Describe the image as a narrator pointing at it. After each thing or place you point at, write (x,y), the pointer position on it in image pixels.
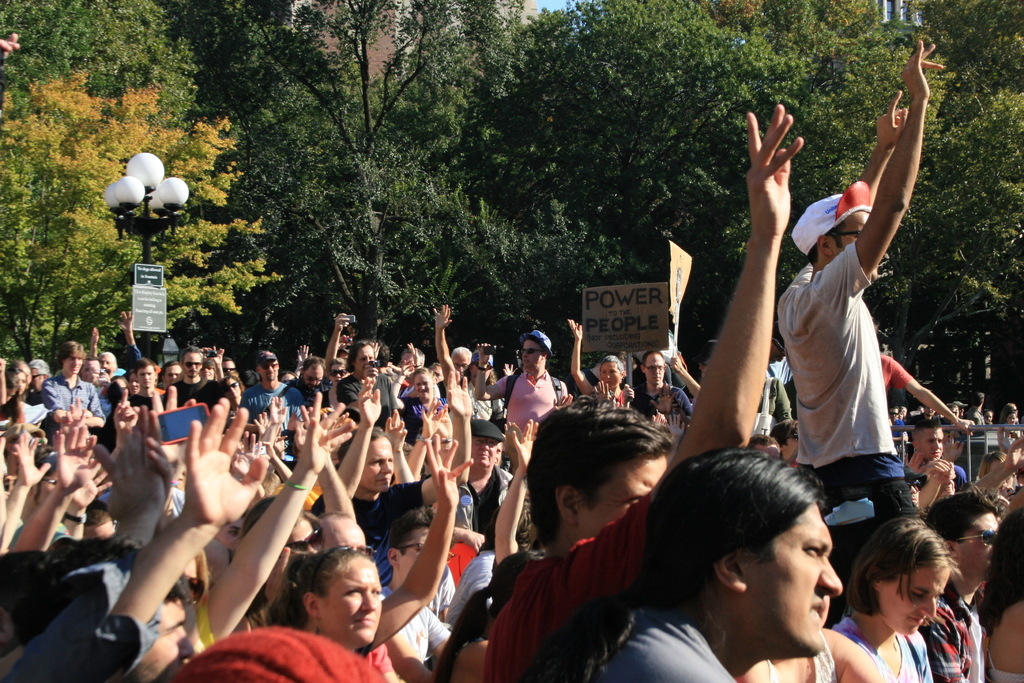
In this image I can see number of persons (478,547) are standing and I can see few of them are holding boards (636,325) in their hands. I can see few trees (172,316) which are green, yellow and orange in color, few buildings (376,42), a black colored pole (132,221) with lights (142,194) on them and in the background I can see few buildings (372,57) and the sky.
